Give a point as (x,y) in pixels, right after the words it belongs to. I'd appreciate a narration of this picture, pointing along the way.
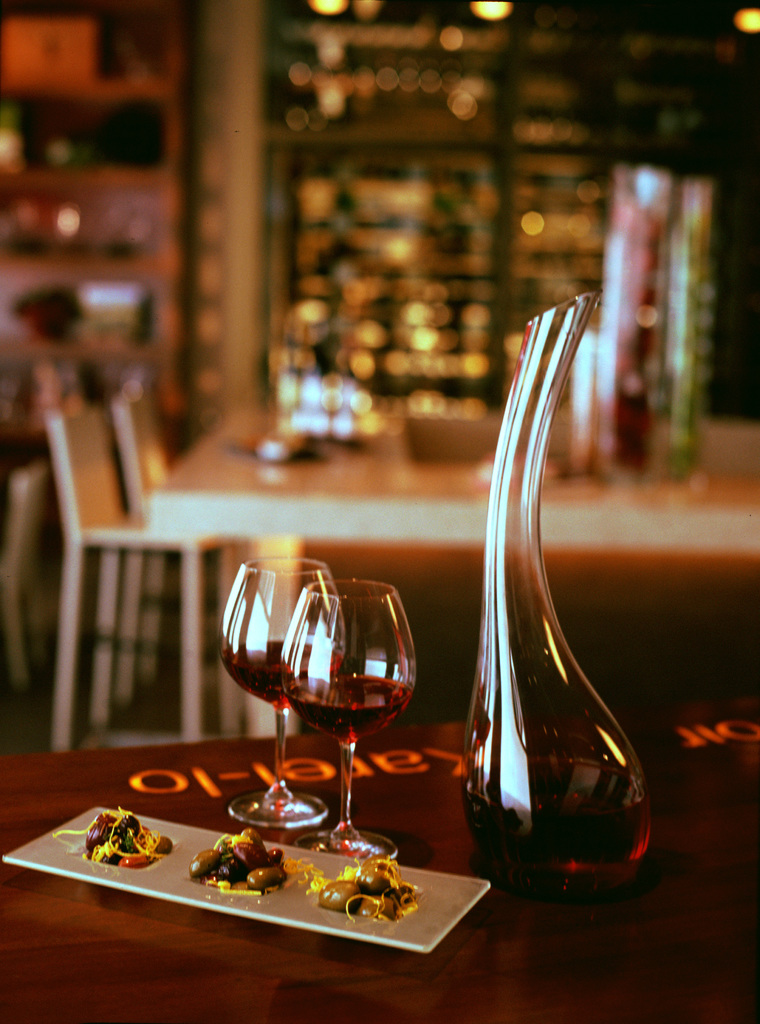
These are the two wine glasses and a glass jar (564,320), a food plate (367,928).
